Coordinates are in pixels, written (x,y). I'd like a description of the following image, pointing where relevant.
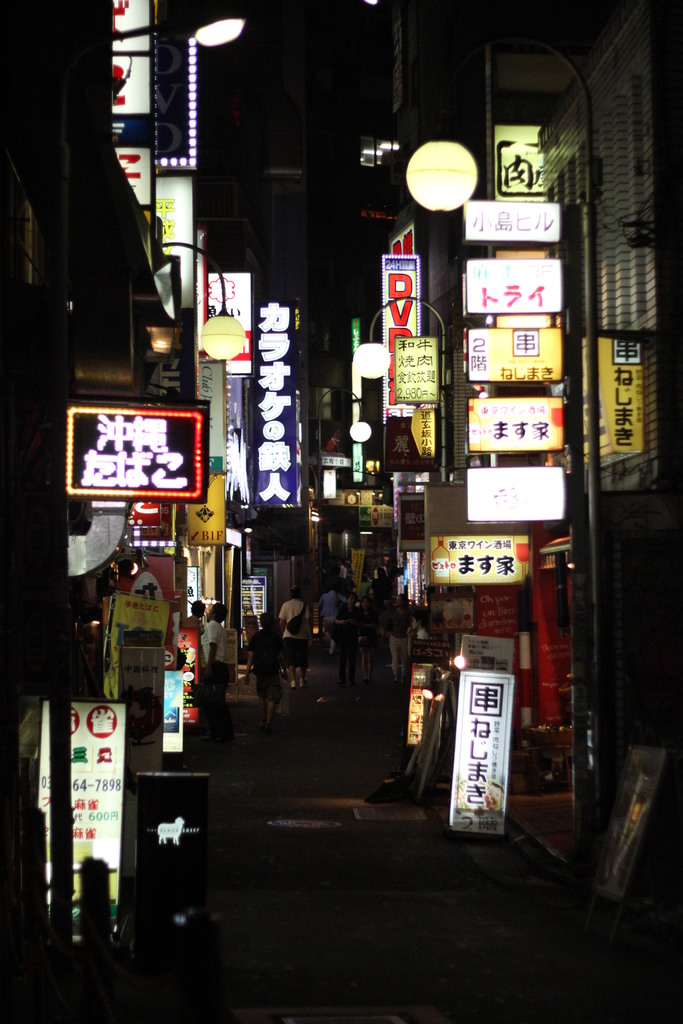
In this picture I can see many buildings (569,722), posters (469,739), banners (497,367), advertisement boards (493,420) and other objects (125,511). At the bottom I can see some people (290,622) were standing near to the shop (240,652). At the top (290,88) I can see the darkness (278,115). At the bottom (322,775) there is a road (351,968).
